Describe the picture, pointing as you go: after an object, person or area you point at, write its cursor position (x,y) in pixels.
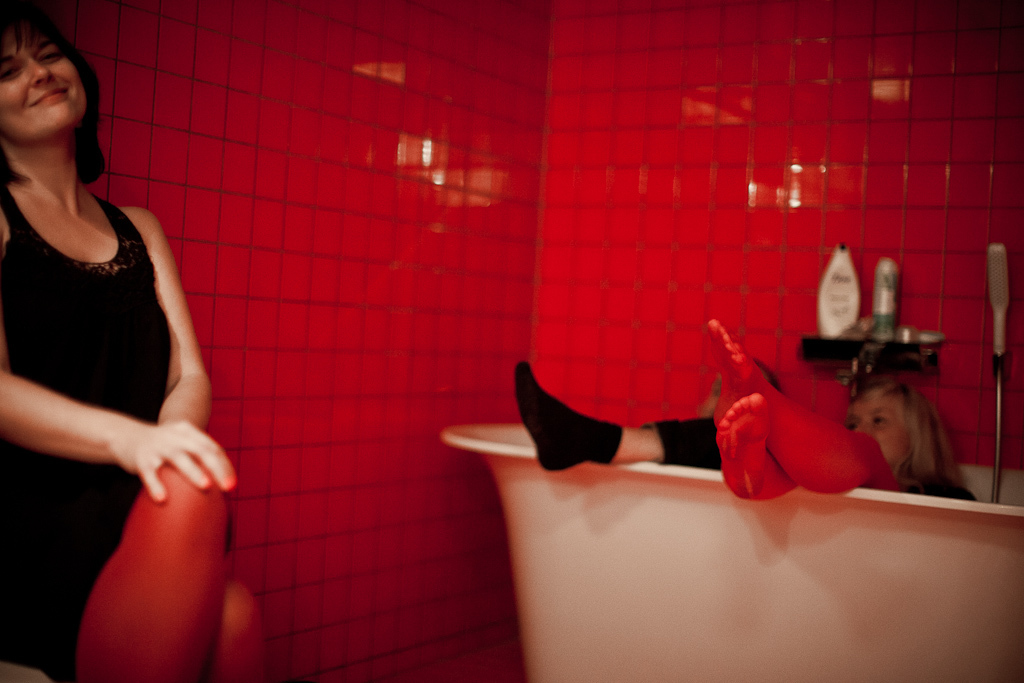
In the image we can see a woman (39,350) on the left side of the image (82,346). The woman (60,335) is sitting, wearing clothes (57,380) and she is smiling. On the right side of the image (806,543) we can see a bathtub (726,572) and in the bathtub (697,496), we can see a woman (891,444) wearing clothes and socks (603,422), we can even see human legs (752,441). Here we can see hand shower (998,317), bottles (838,274) and the wall (346,204).
